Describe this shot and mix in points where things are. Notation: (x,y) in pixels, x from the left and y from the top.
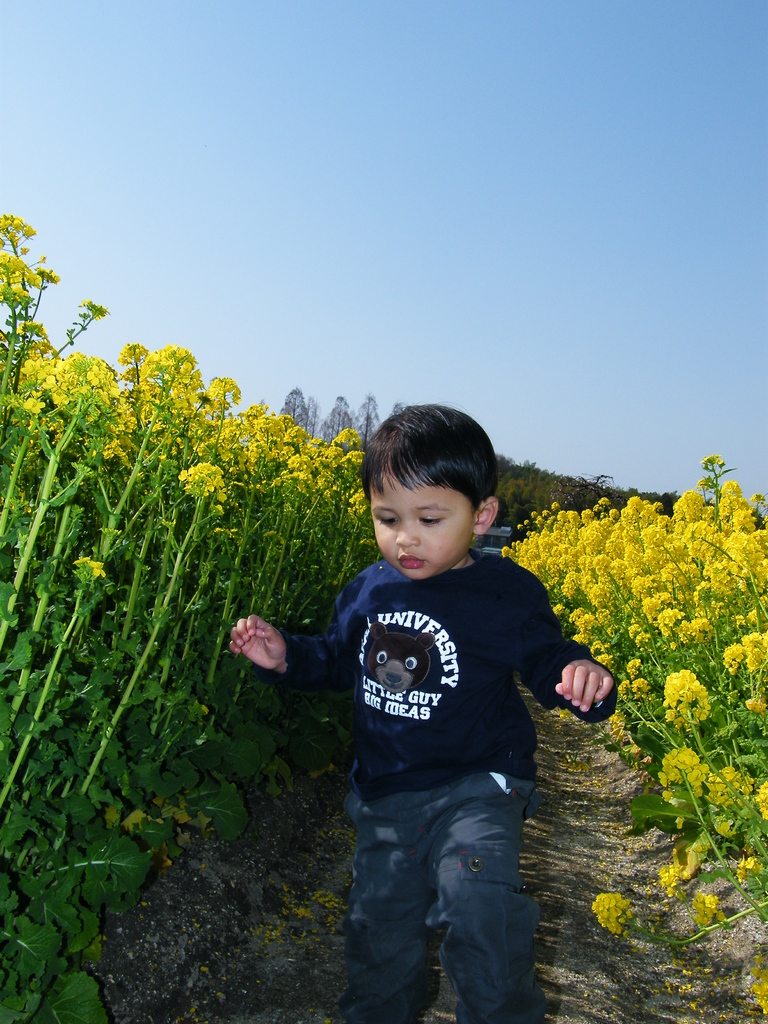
In this picture we can see a boy (364,801) on the ground (543,719) and in the background (186,664) we can see flowers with plants (27,590).
